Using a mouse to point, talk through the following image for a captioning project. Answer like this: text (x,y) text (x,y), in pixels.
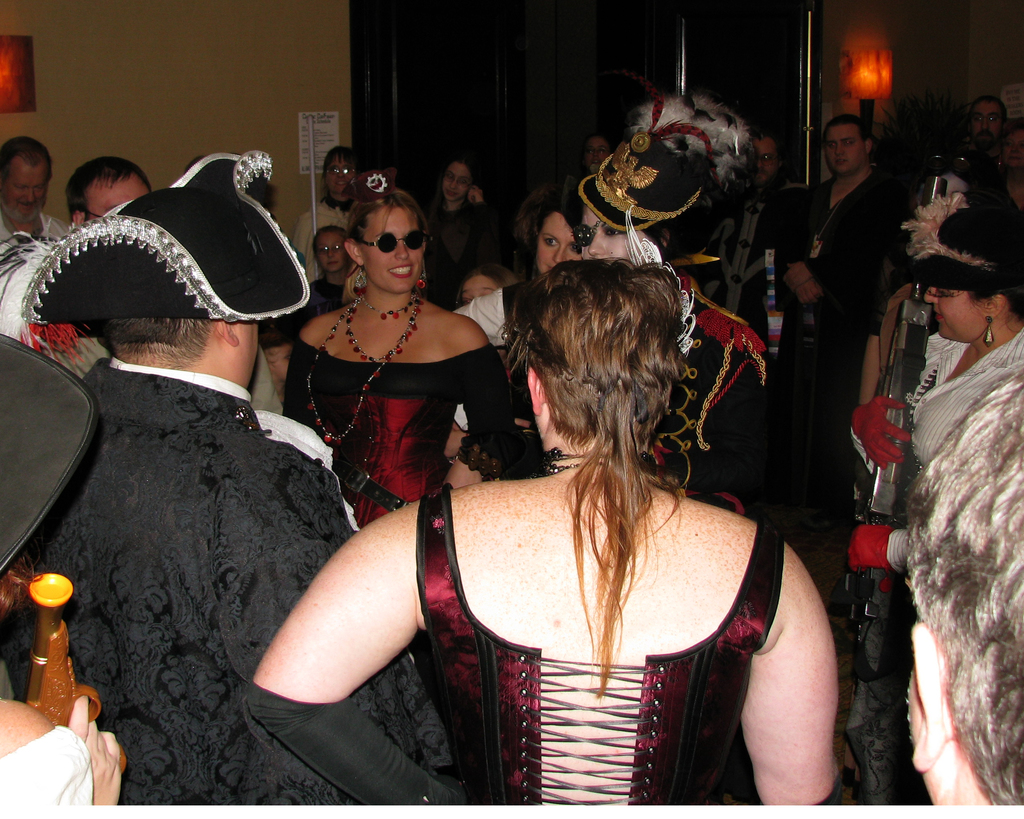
As we can see in the image there are group of people (544,320) here and there, hat (270,297), wall (209,106) and poster (335,125).
